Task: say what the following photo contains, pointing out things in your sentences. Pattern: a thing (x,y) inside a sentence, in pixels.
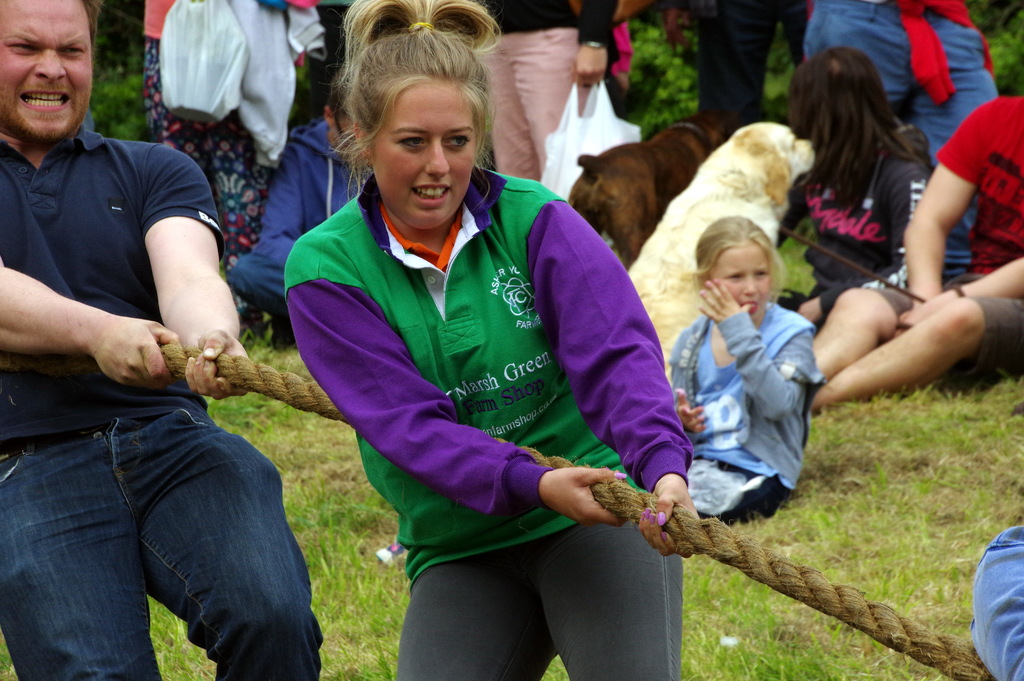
In this image I can observe a man (142,218) and a woman (462,364) pulling a rope (737,550). In the background (882,158) there are some people (742,230).
